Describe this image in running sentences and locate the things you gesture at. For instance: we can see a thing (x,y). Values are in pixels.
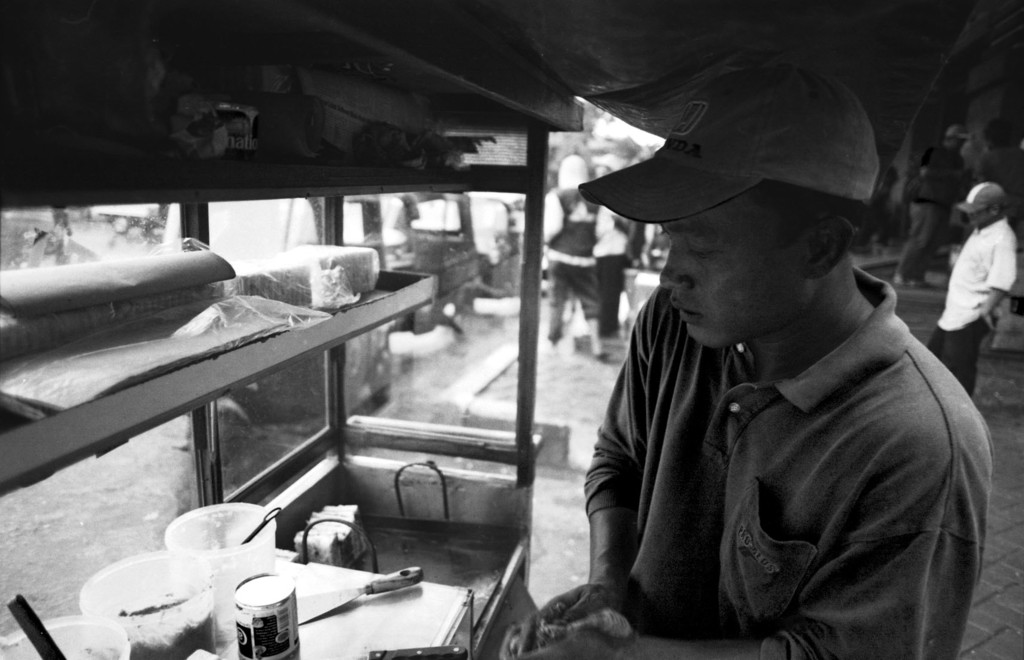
This is black and white image where we can see a man (811,477). He is wearing t-shirt (671,498) and cap (778,136). In front of the man (813,231), one stall (527,274) is there and things (186,519) are arranged. Background of the image (571,205), people (561,230) and vehicles (455,237) are there on the road (469,333).
